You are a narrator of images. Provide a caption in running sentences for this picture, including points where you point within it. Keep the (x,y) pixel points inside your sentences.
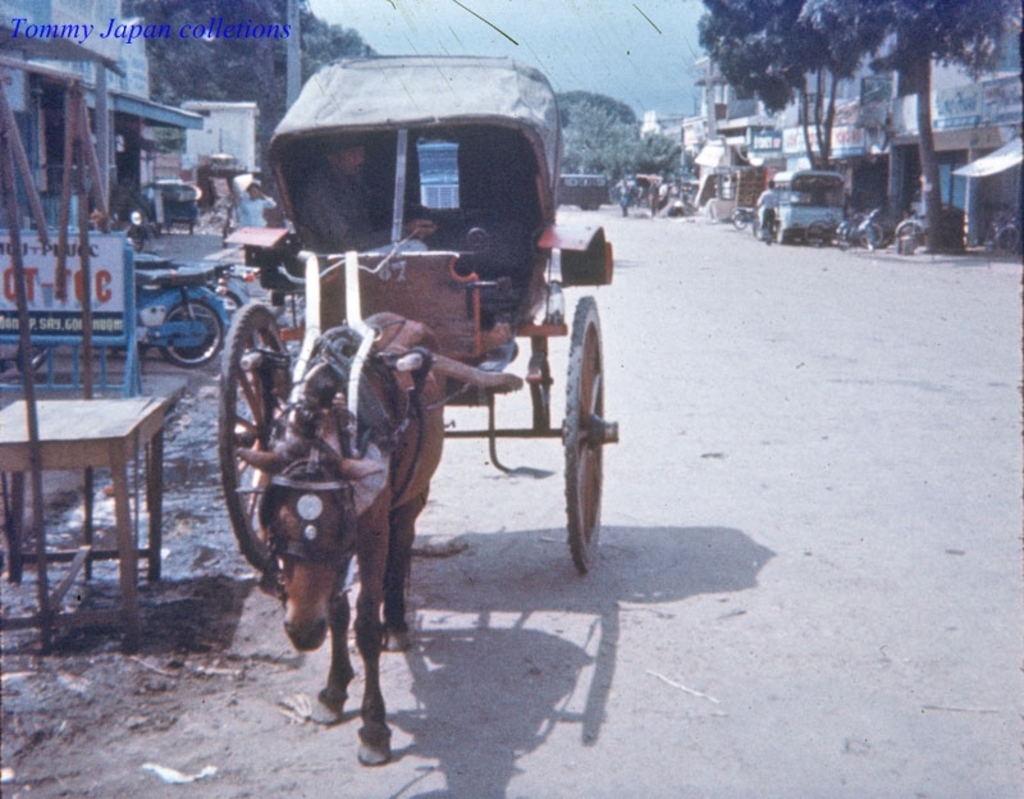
There is a person (359,158) in a horse cart (234,413) and we can see board (119,291) and vehicle (179,274). In the background (670,106) we can see buildings (739,163), trees (216,39), people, pole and sky (640,28).
